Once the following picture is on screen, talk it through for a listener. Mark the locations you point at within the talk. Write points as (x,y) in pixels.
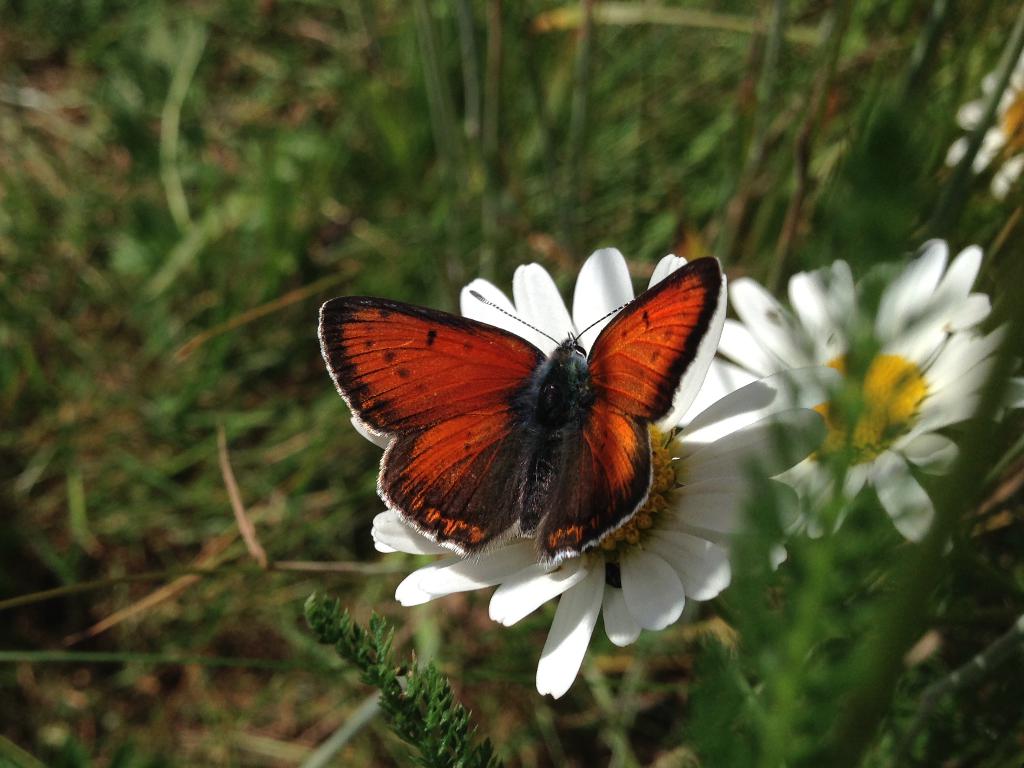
In this picture we can see butterfly (638,403) on the flower (728,505). Here we can see plants (908,528). On the left (229,322) we can see grass (120,281).
